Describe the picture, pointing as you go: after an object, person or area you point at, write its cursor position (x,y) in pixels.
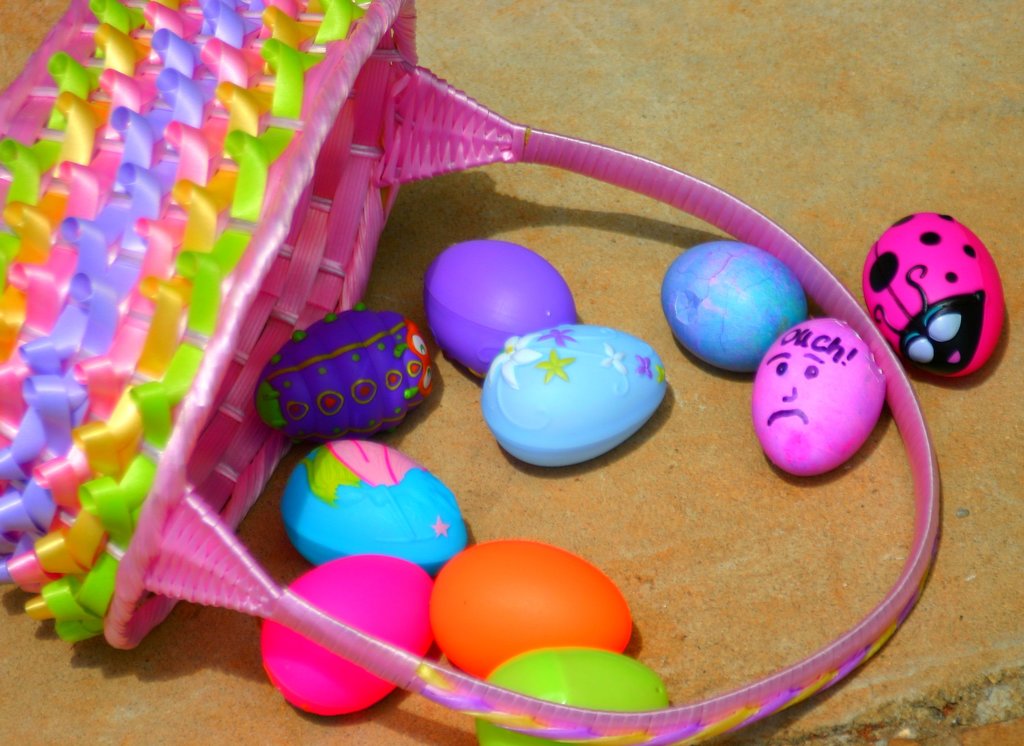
In this image I can see a basket (190,360) and few Easter eggs (533,436) on the ground (612,554).
